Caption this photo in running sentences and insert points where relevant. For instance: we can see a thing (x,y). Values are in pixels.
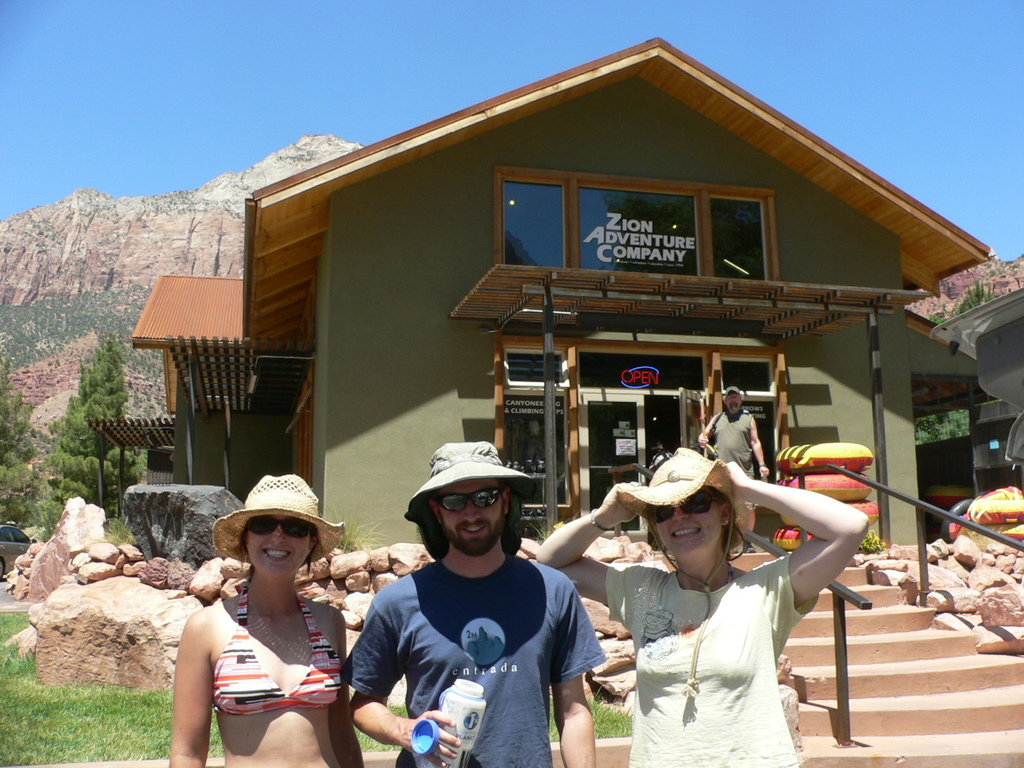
In this image there are people (485,666) some standing, and they are wearing hats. And in the background (658,312) there is a house (904,515), inflatable tubes (790,465), glass windows (537,375), and one person (748,421) is walking and there is a staircase (869,644), railing (840,626), rocks (187,614), grass (17,734). And in the background (69,425) there are trees (96,438) and mountains (139,298), at the top (164,134) there is sky (63,190).
